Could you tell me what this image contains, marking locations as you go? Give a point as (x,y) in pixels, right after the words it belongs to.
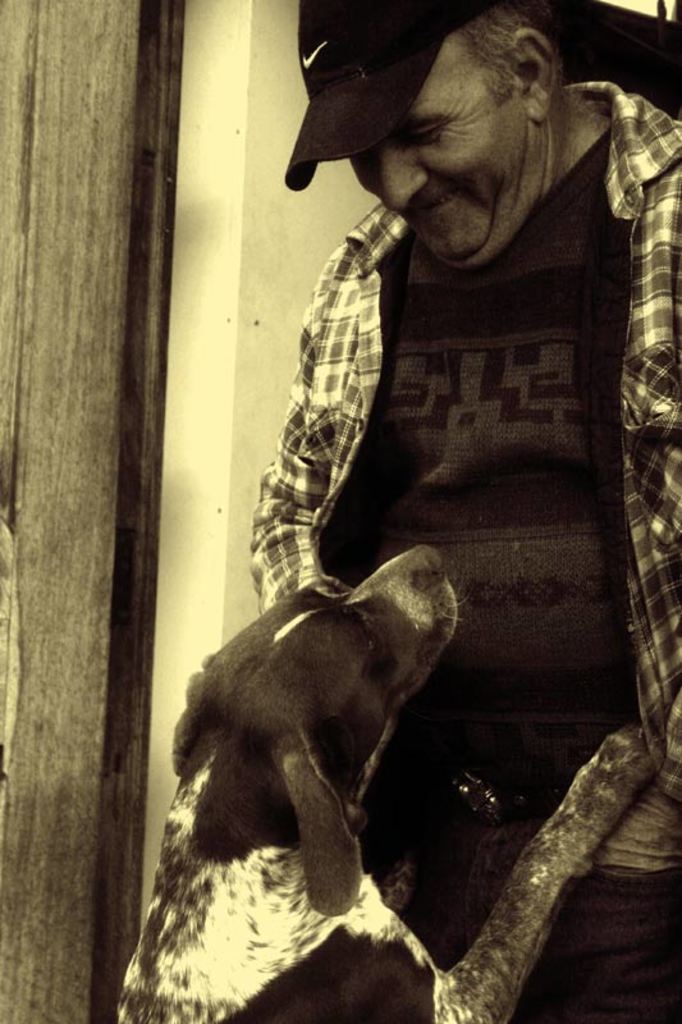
A man (494,378) with black t-shirt (516,394) and checked shirt (626,372) is standing. On his head (444,206) there is a cap (351,54). He is smiling. A dog (294,646) is standing on the man (488,601). To the left corner (90,488) there is a wood (87,348).
